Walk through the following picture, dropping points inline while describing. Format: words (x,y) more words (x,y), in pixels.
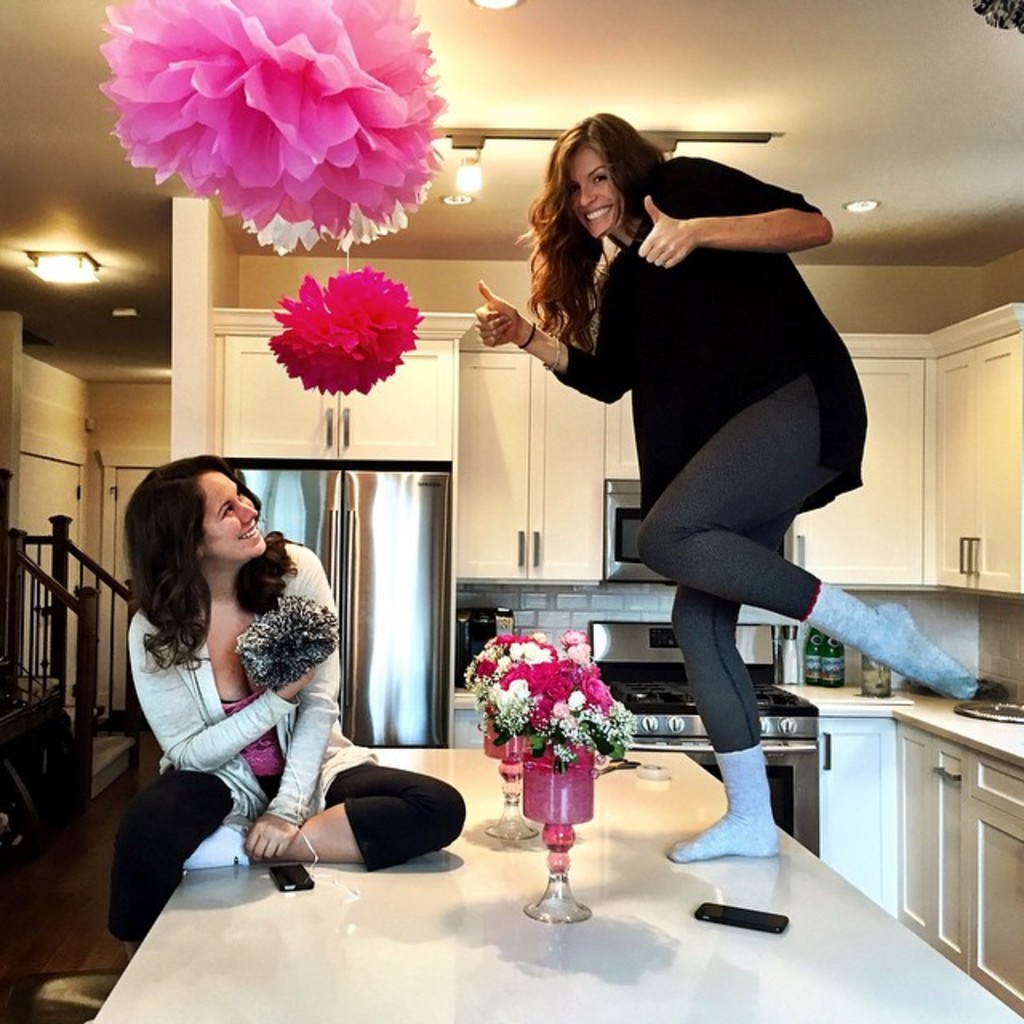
Here we can see two women (321,752) and the woman (432,792) in the left (313,785) is sitting on the table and the women (728,494) in the right (727,808) is standing on the table (700,813) and between them there are flower vases (570,777) and at the top left (166,1) we can see some decoration flowers (332,212) and there are lights (456,198) everywhere, at the back side (661,698) we can see stove (765,664) and at the left side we can see refrigerator (388,480), both the women (297,679) are laughing.
